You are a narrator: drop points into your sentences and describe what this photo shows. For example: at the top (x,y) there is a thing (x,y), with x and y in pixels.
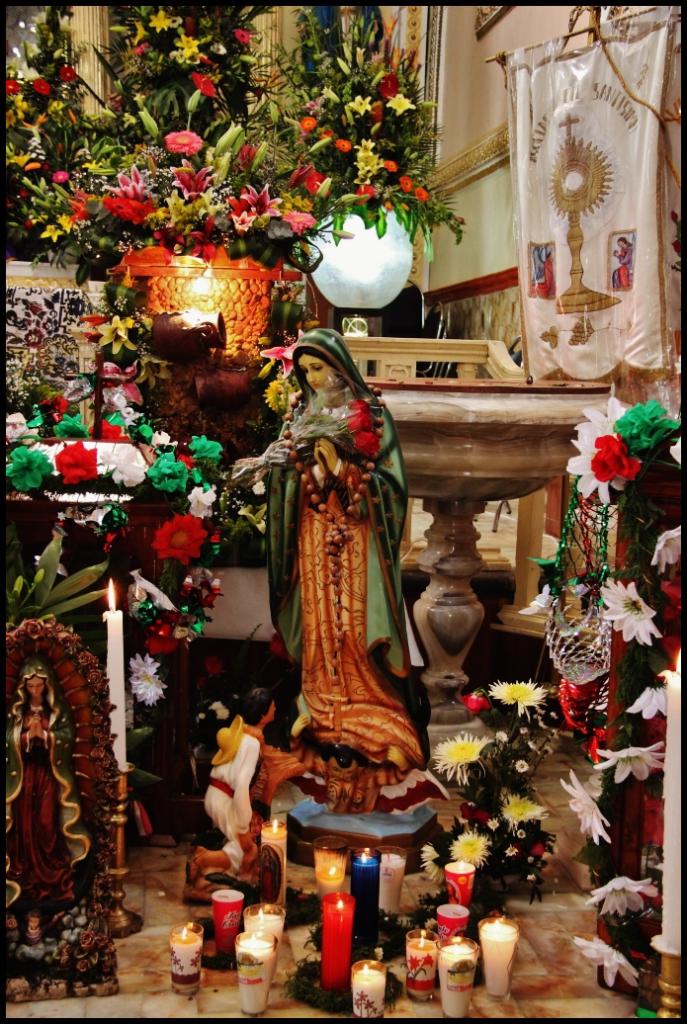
In this image we can see some miniature statues (58,735) and candles (351,883) on the floor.
